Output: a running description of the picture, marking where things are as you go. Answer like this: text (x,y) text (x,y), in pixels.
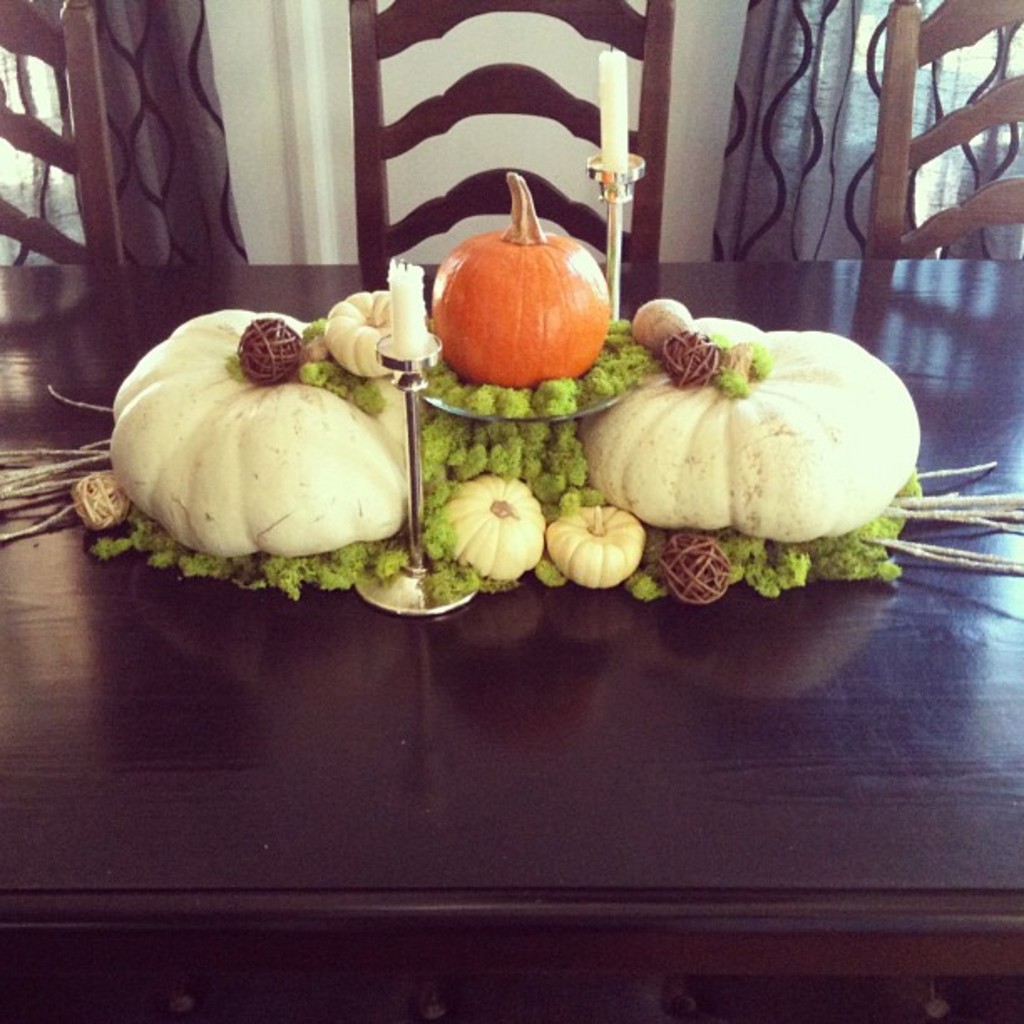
on the table (733,680) there are pumpkins (815,455), 2 candles (401,296) and candle stands (613,216). with the pumpkins (244,458) there are green and brown objects (741,562). behind the table (209,579) there are 3 chairs (900,69) and curtains (168,156).
